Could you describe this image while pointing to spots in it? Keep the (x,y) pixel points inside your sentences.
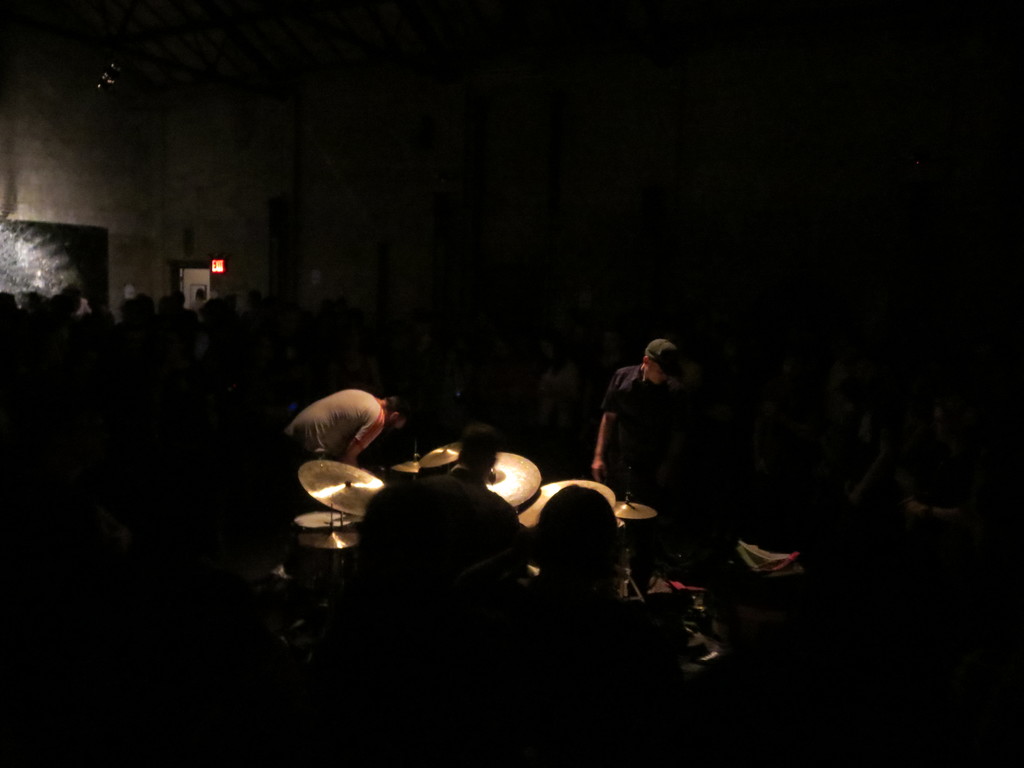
In the center of the image (348,434) we can see a few people (432,561). Among them, we can see one person (621,439) is wearing a cap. Between them, we can see a few musical instruments (318,533) and a few other objects (657,586). In the background (442,139) there is a wall (397,96), one sign board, white color object (195,282), few people (192,316) are standing and a few other objects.
